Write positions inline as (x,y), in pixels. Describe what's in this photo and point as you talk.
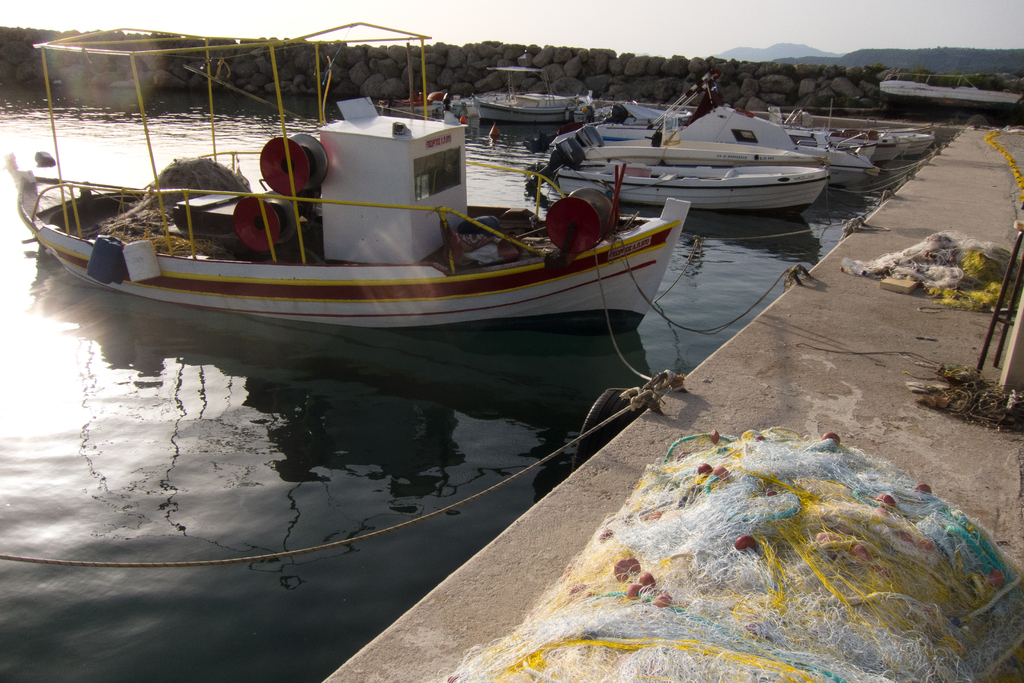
In this image there are boats (587,187) on water (312,449). To the right side of the image (800,365) there is a platform (719,371) on which there are nets (888,278). In the background of the image (24,40) there are stones (519,55).
